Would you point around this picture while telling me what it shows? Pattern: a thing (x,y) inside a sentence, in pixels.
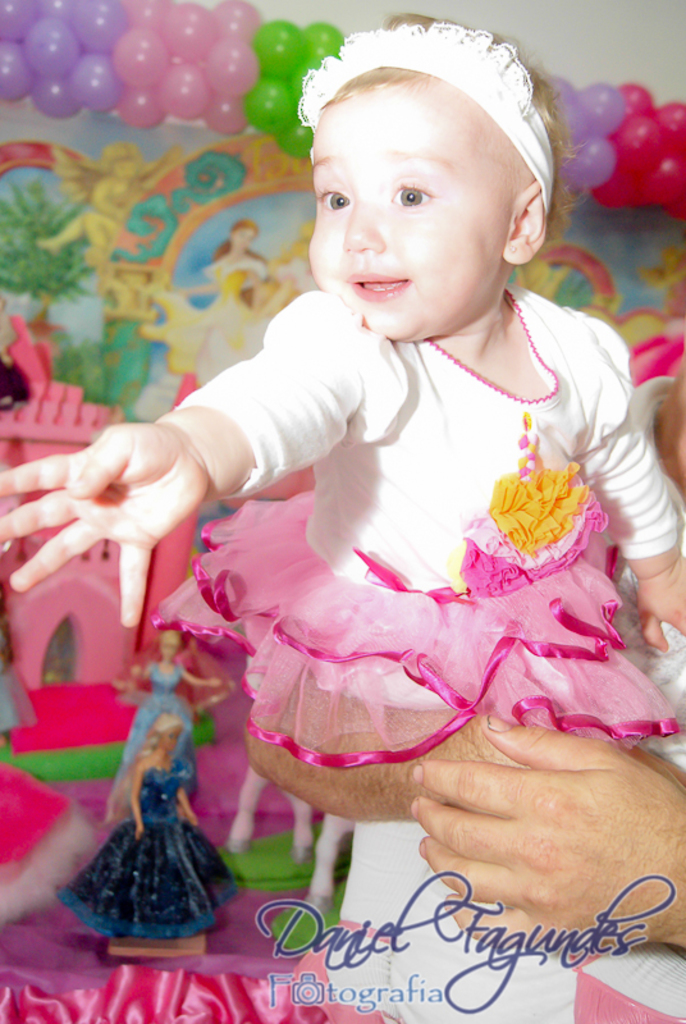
In this image we can see a man (558,856) standing and holding a baby (409,355) in his hand (466,889). In the background (201,899) there are toys (160,744) and decors (58,275). At the top (158,116) we can see balloons (301,66) placed on the wall (577,32).
